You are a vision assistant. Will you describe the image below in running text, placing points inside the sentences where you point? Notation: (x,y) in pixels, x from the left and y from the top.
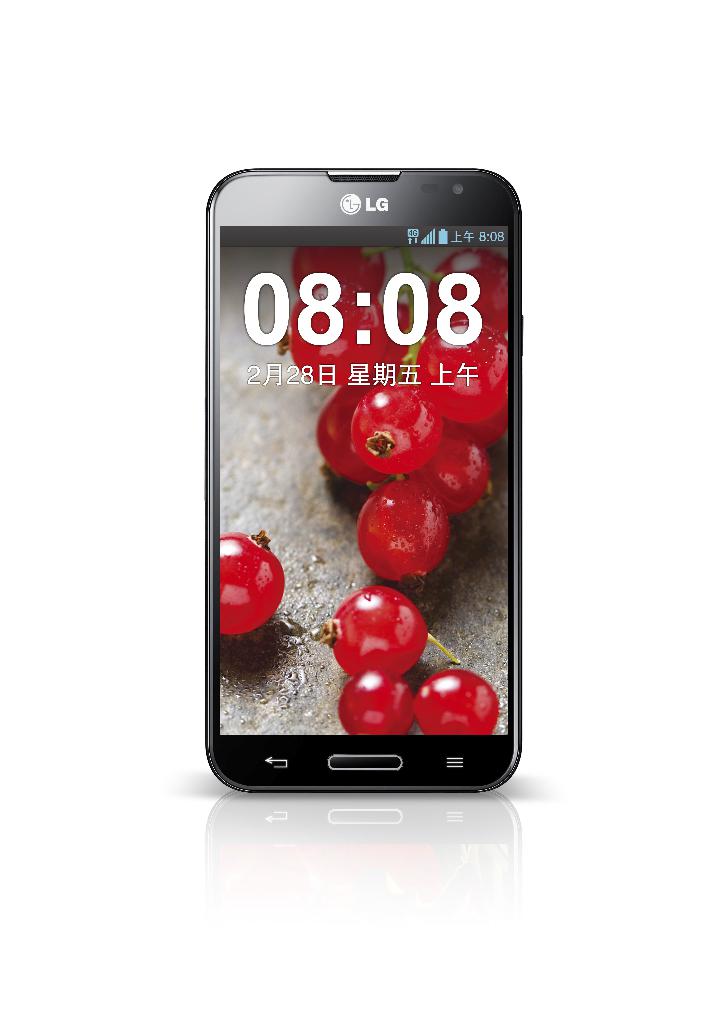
In this picture there is a LG cell phone (359,651). On the screen (438,483) of the cell phone (360,432) there are numbers (454,306) and there is a text (349,364) and there is a picture (381,633) of fruits (343,657). At the bottom of the cell phone (368,777) there are three signs (359,760). At the top of the cell phone (382,212) there is a logo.
